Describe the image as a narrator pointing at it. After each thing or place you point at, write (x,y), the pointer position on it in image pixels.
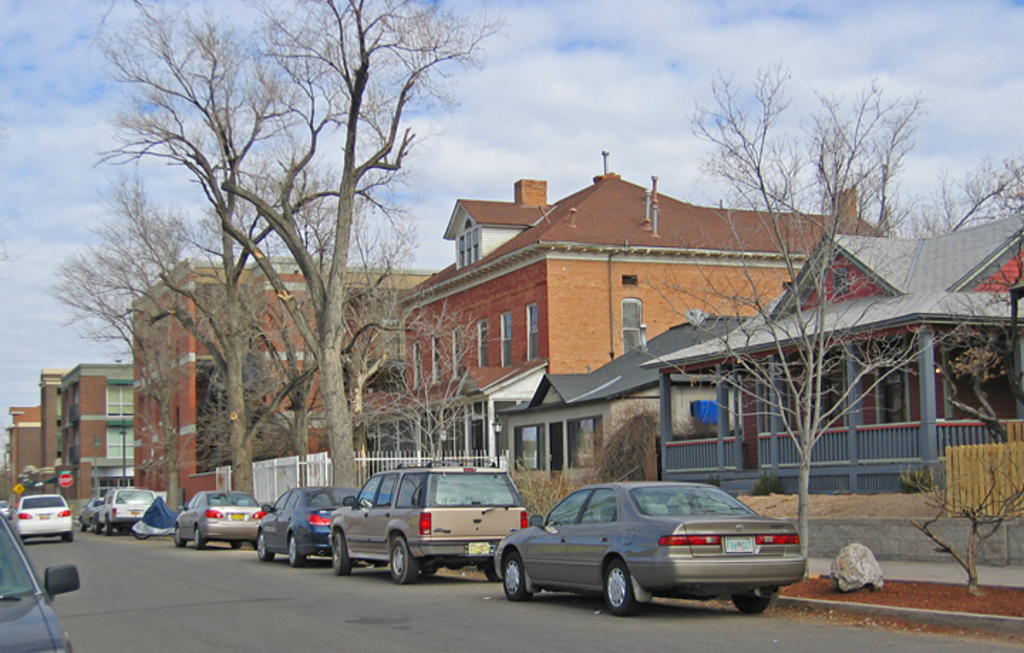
This is an outside view. At the bottom of the image (42,514) I can see few cars (225,524) on the road (123,575). In the background (476,337) there are some buildings (511,341) and trees (322,285). At the top (575,59), I can see the sky (592,61) and clouds (522,89).
